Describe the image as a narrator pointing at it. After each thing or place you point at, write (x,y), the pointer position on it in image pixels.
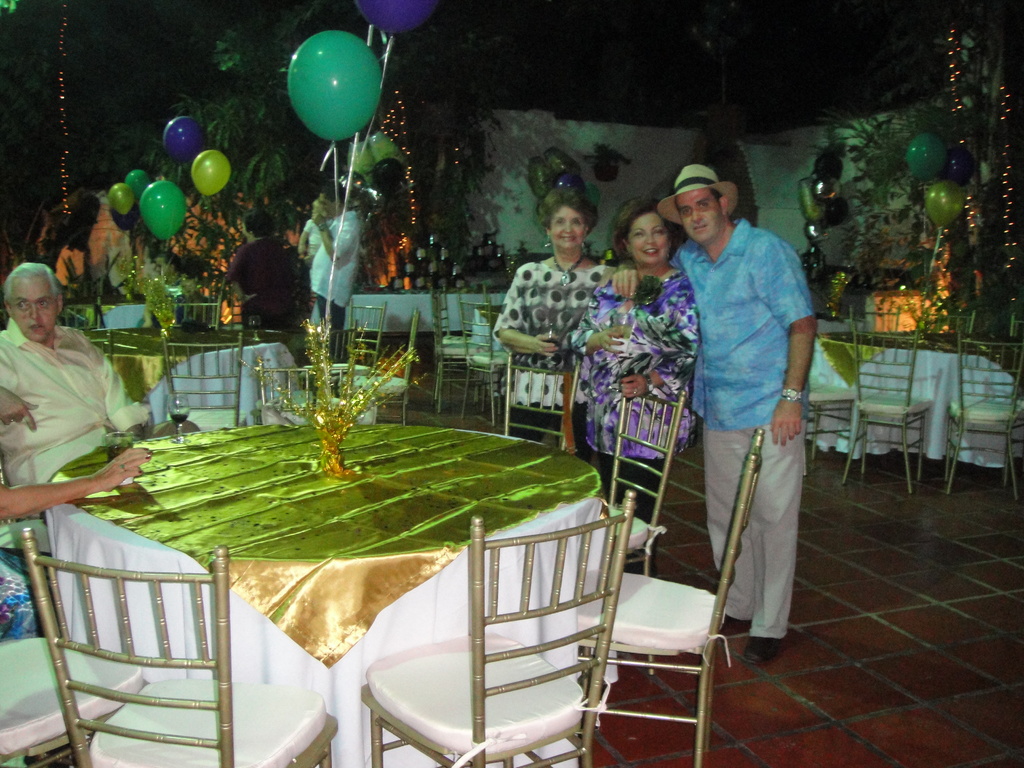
There are three people (640,322) standing in the right corner (708,316) and there is a table (511,464) and group of chairs (531,372) in front of them and there three persons (322,233) standing in background (278,252) and there are balloons (183,148) and trees (240,28).
